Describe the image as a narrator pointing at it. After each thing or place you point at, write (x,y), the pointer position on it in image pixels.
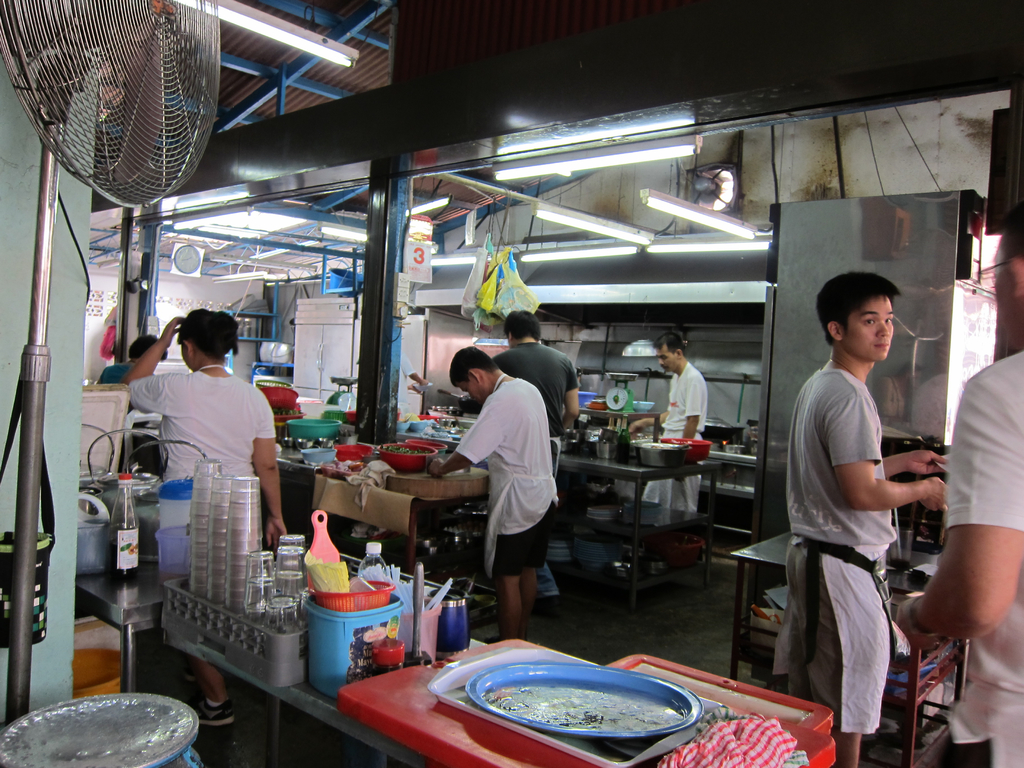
In the picture we can see inside view of the kitchen (399,719) with few people (516,323) are standing and preparing the food items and on the tables (431,740) we can see the trays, glasses (281,566), plates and to the ceiling (362,209) we can see the lights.
